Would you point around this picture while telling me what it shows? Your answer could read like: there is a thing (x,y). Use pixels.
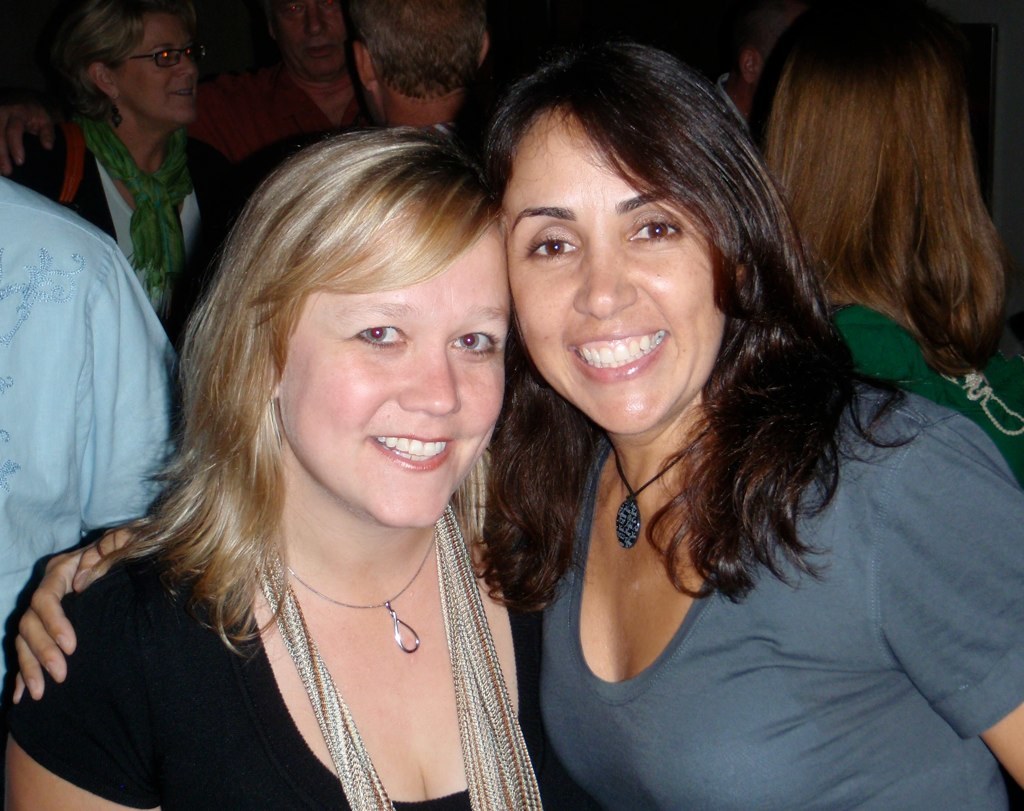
As we can see in the image there are group of people (152,450). The woman (275,409) standing on the left side (310,501) is wearing black color dress (280,760) and the woman (749,447) on the right side (824,590) is wearing blue color dress (805,694). The background (48,66) is little dark.
